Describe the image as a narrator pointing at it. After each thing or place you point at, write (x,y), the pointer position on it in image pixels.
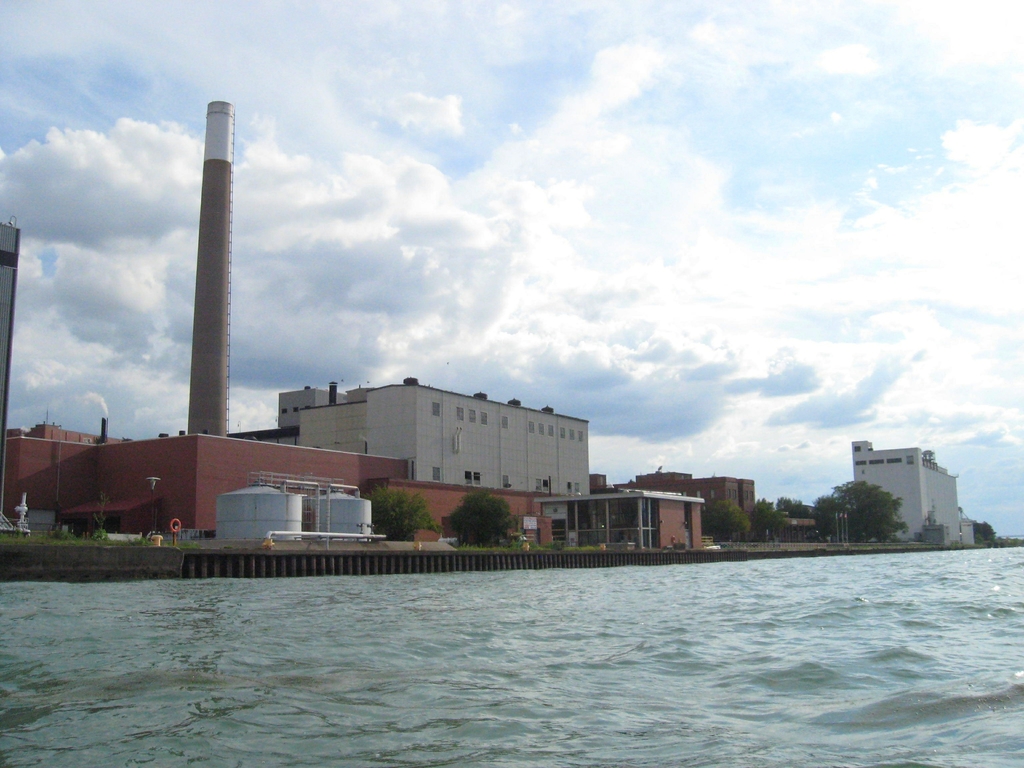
In the foreground (309,632) we can see a water body (247,643). In the middle of the picture (531,434) we can see buildings (641,513), trees (872,507) and a factory (346,456). At the top (362,96) there is sky (690,203).
